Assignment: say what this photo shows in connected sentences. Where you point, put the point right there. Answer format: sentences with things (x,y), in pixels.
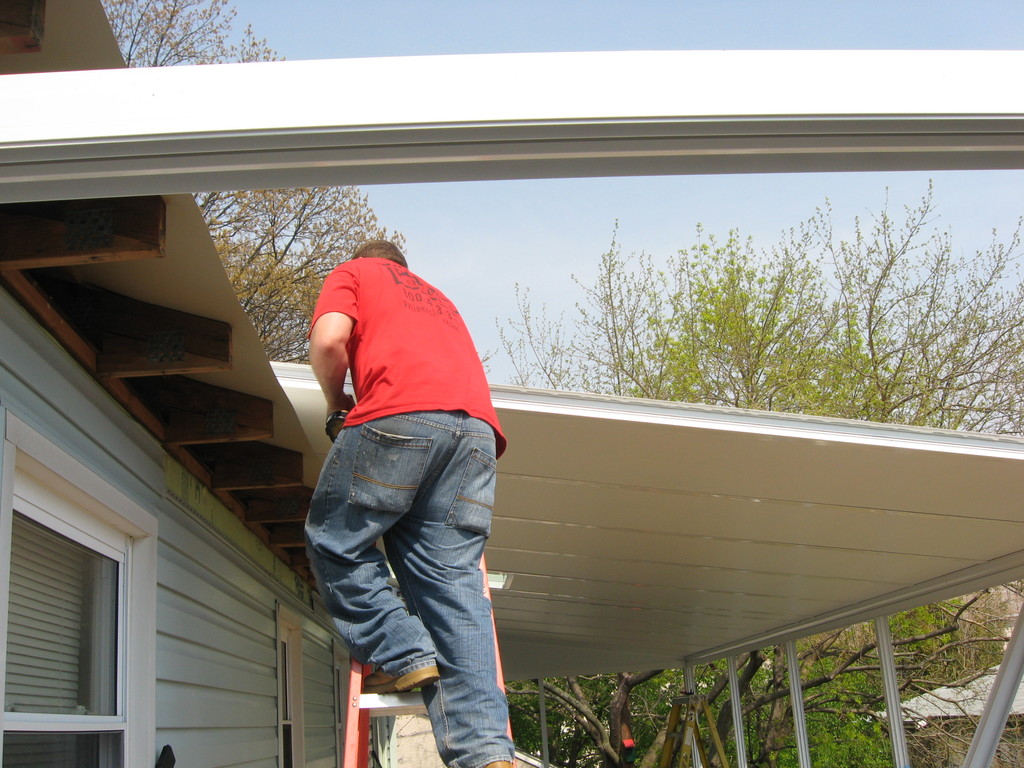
In this picture we can see a man (345,372) wearing red color t-shirt (416,377) and climbing the ladder (418,709). Above there is a white roof top (657,464). In the background (613,361) we can see some trees (699,354).
